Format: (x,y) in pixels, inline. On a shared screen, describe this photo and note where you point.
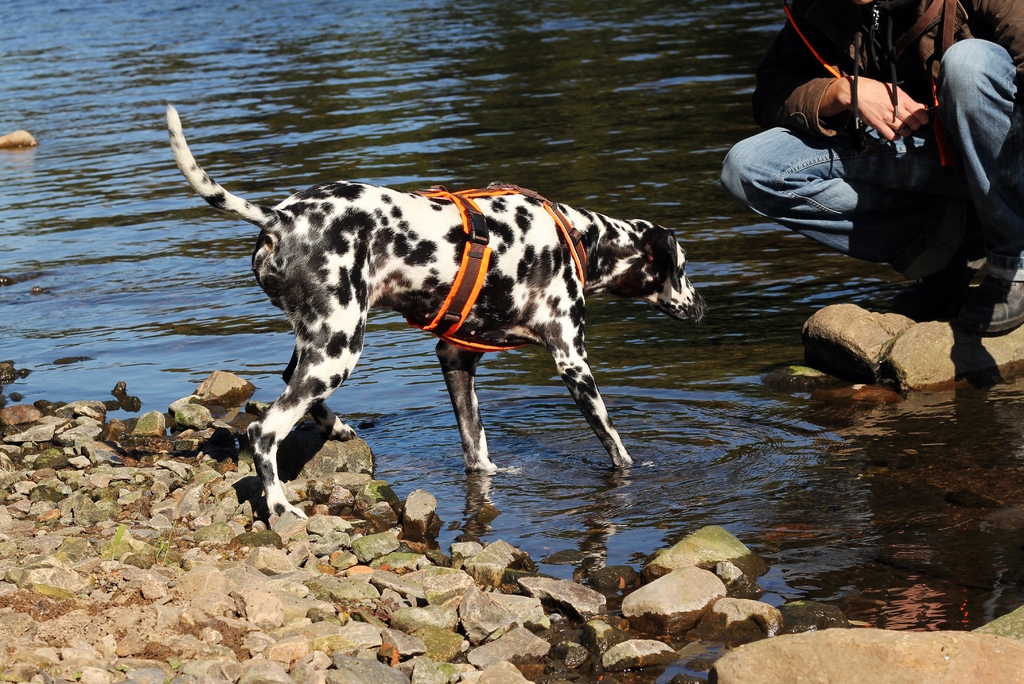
In this image there is a dog (596,424) in water (738,21). A person (938,289) is on the rock (926,339). He is wearing shoes (966,288) and jeans (992,133). Dog (613,254) kept his two legs (327,418) on the rocks (301,562) which are on the land (148,511).
